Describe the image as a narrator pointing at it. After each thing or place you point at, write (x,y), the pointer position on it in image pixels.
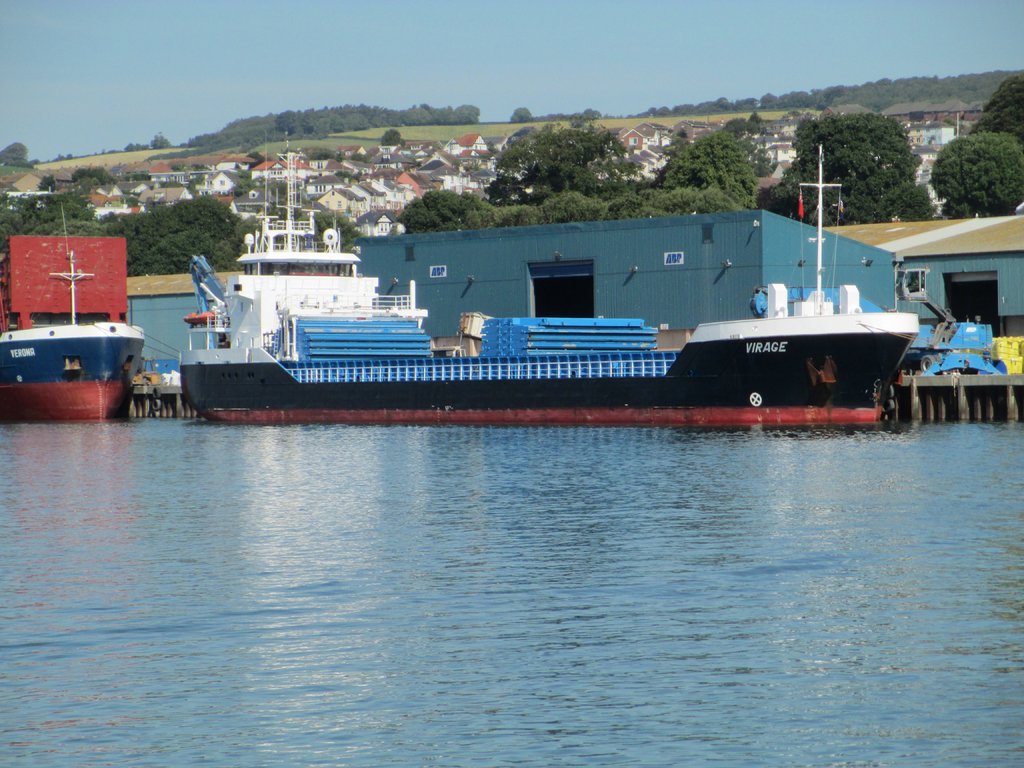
In the foreground of this image (566,600), there is water (566,600). In the middle (581,354), there are ships (86,333). Behind it, there are shelters (646,267), trees (550,203), buildings (427,172), grassland (449,130) and at the top (417,36), there is the sky (367,44).
